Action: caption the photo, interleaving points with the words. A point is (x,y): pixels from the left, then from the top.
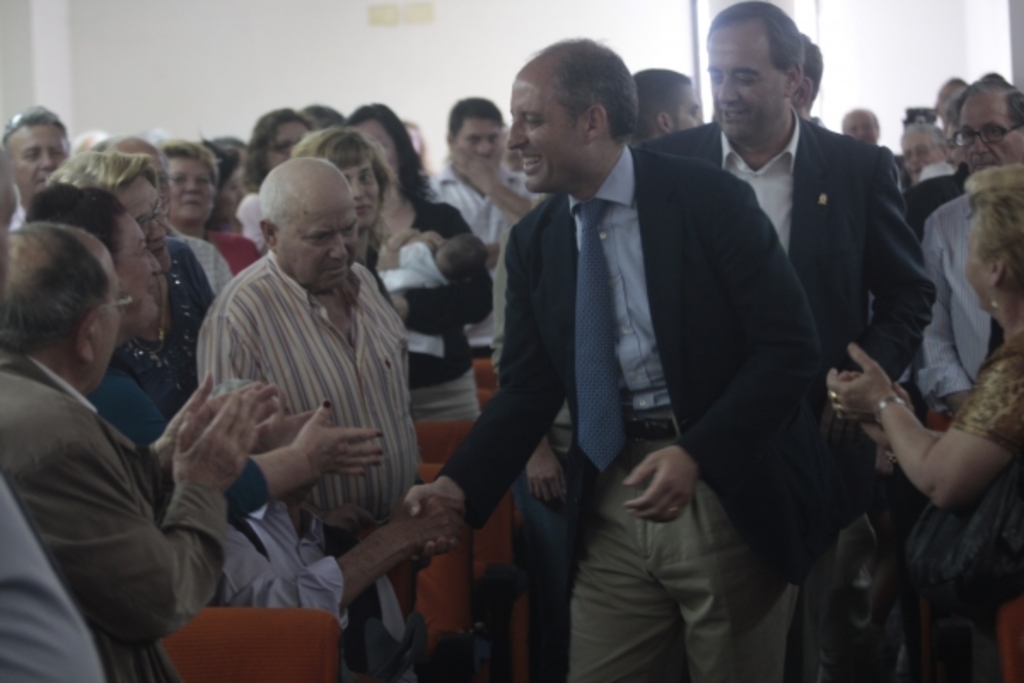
In this image there are a group of people (631,467) who are standing. In the foreground (540,328) there are two persons (483,509) who are shaking their hands (402,536) with each other, in the background (903,5) there is a wall (341,45).
